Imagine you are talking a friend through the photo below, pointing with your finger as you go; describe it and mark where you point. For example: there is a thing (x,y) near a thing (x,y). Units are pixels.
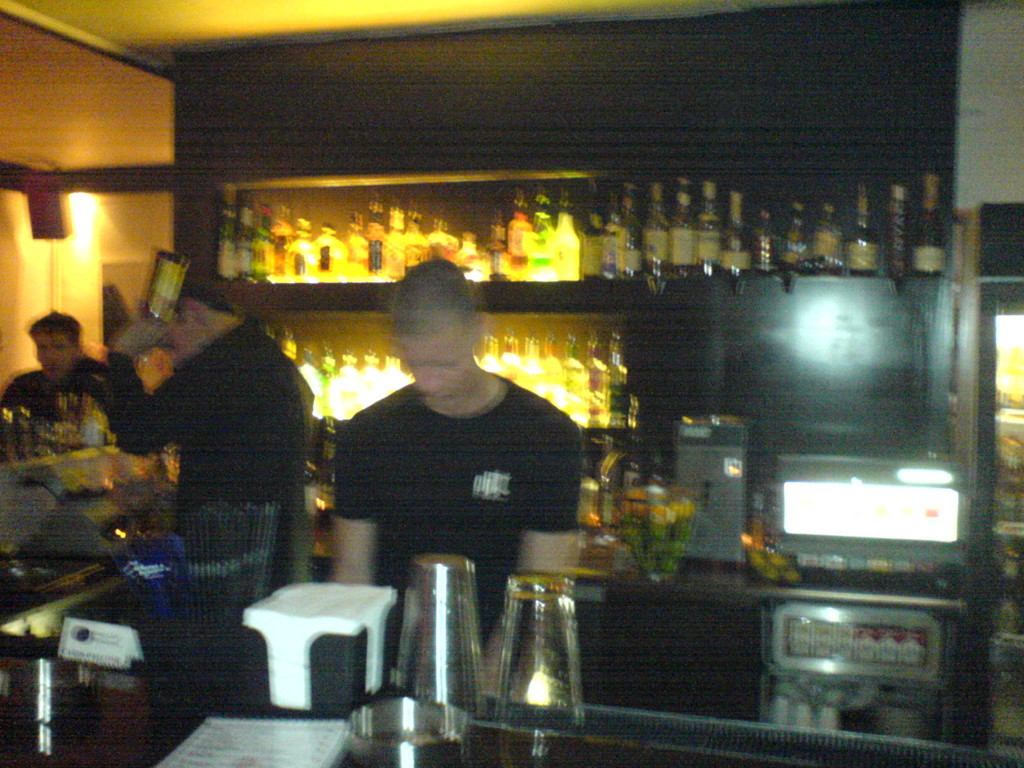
In this image we can see two persons (291,425) and among them a person (206,396) is holding a bottle (171,271). In front of the persons (236,419) there are few objects (321,605) on the table (591,713). Behind the persons (444,326) we can see a wall (709,287) and bottles (724,245) with lights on the shelves (590,306). On the right side (871,541), we can see few objects (885,559) on the table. On the left side (40,404), we can see a person (40,323), wall (6,297) and a light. At the top (349,22) we can see the roof (58,10).
